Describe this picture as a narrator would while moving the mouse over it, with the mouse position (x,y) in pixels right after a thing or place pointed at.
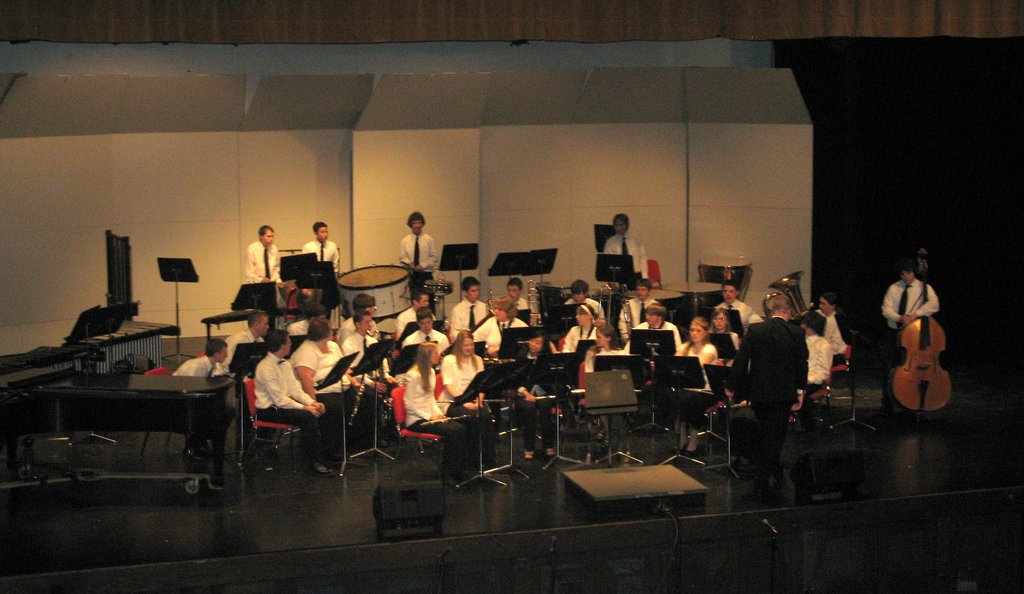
In this image we can see some persons (787,369), musical instruments (708,283) and other objects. In the background of the image (598,170) there is a wall (540,146). At the top of the image (353,36) there is the ceiling (411,26). At the bottom of the image (722,544) there is a wall (839,559) and objects (384,533).
